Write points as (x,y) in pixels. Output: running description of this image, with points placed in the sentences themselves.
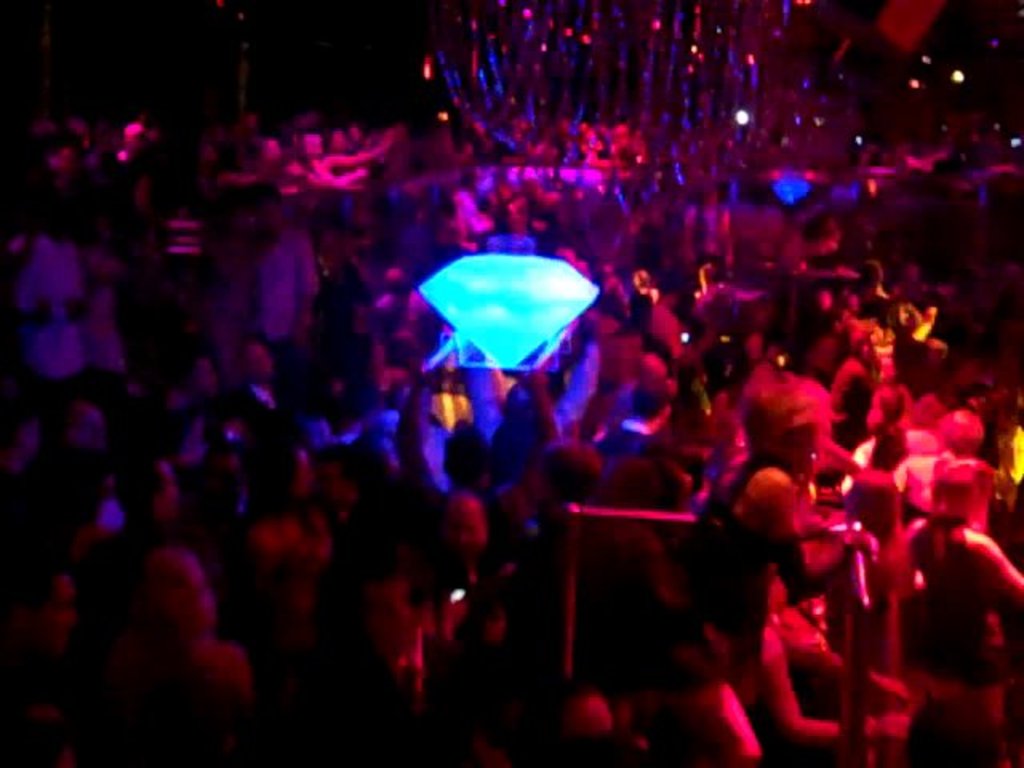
In this image I can see the group of people (645,344). In-between these people (496,418) I can see the blue color object (487,361) which is in diamond shape.
